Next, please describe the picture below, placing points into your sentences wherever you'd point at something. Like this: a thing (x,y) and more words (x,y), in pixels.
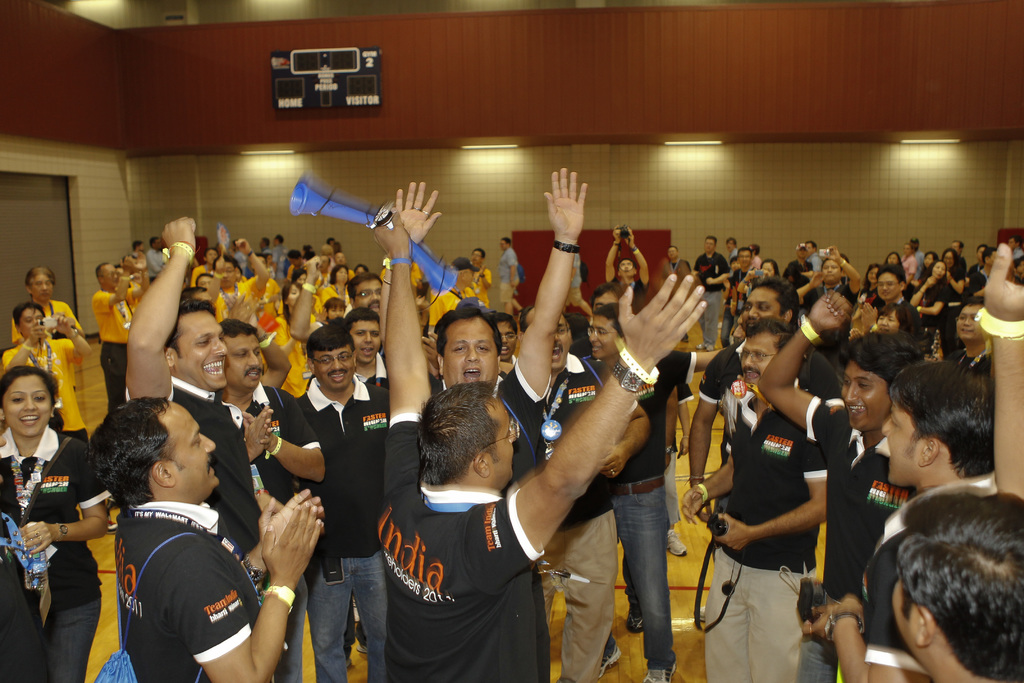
In this picture we can see a group of people (591,455) on the ground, some people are holding cameras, one woman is holding a bottle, another person (571,455) is holding objects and in the background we can see a wall (972,27), lights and some objects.
